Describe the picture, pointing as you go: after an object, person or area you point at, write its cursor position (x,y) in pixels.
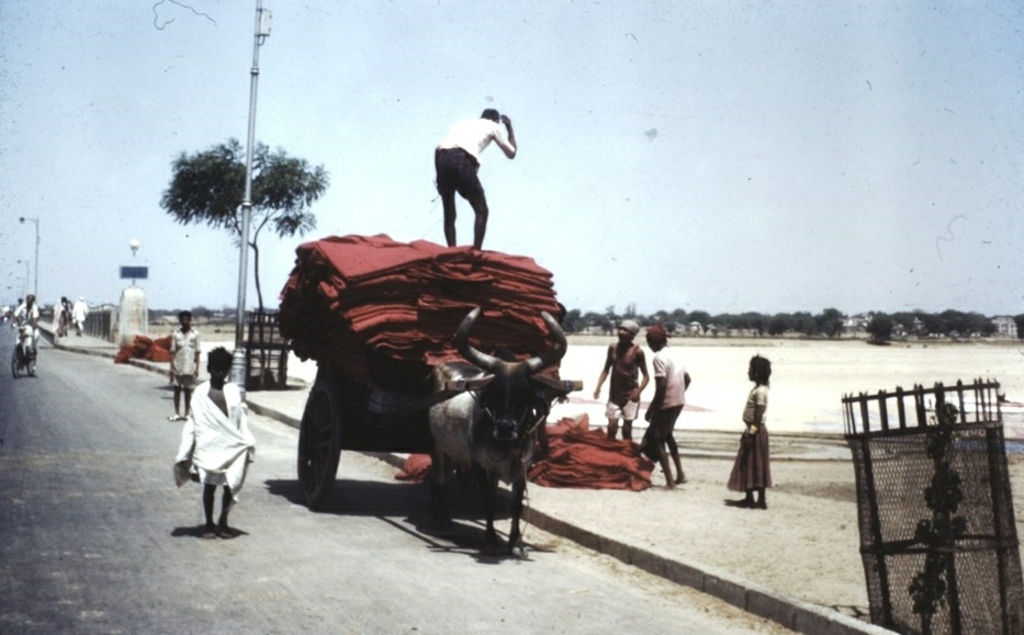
In this picture there is a bull (519,551) and it is carrying a cart (565,389) and there is a person (451,237) standing here on the cart (330,384) and there are some maroon clothes (379,278) here. In the backdrop (331,226) there are trees (294,190), poles (249,189) and the sky (203,69) is clear.
